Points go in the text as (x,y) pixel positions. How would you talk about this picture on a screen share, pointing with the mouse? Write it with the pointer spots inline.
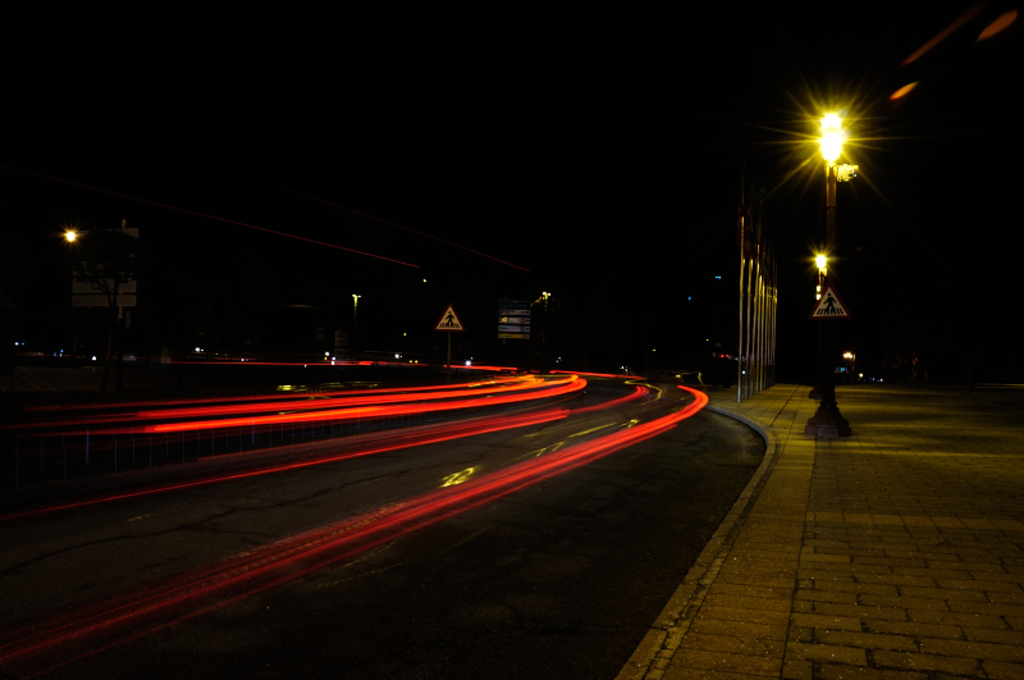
In this picture we can see few poles (760,256), lights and sign boards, and also we can see dark background (276,208).
